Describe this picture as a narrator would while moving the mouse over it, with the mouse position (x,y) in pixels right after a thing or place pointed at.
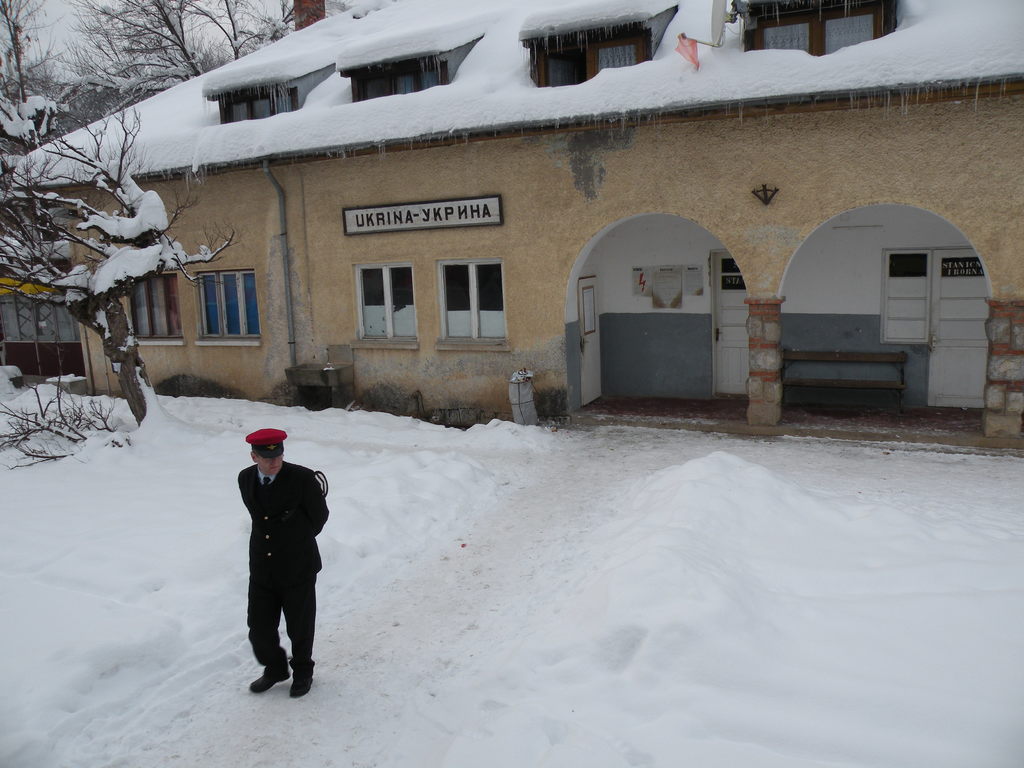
In this picture we can see a man (301,622) standing on the snow (245,616). Behind the man (258,536), there is a building (356,238) with windows (358,287), doors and a name board (416,211). Inside the building (780,369), there is a bench (849,359). On the left side of the image (23,187), there are trees (89,103).
